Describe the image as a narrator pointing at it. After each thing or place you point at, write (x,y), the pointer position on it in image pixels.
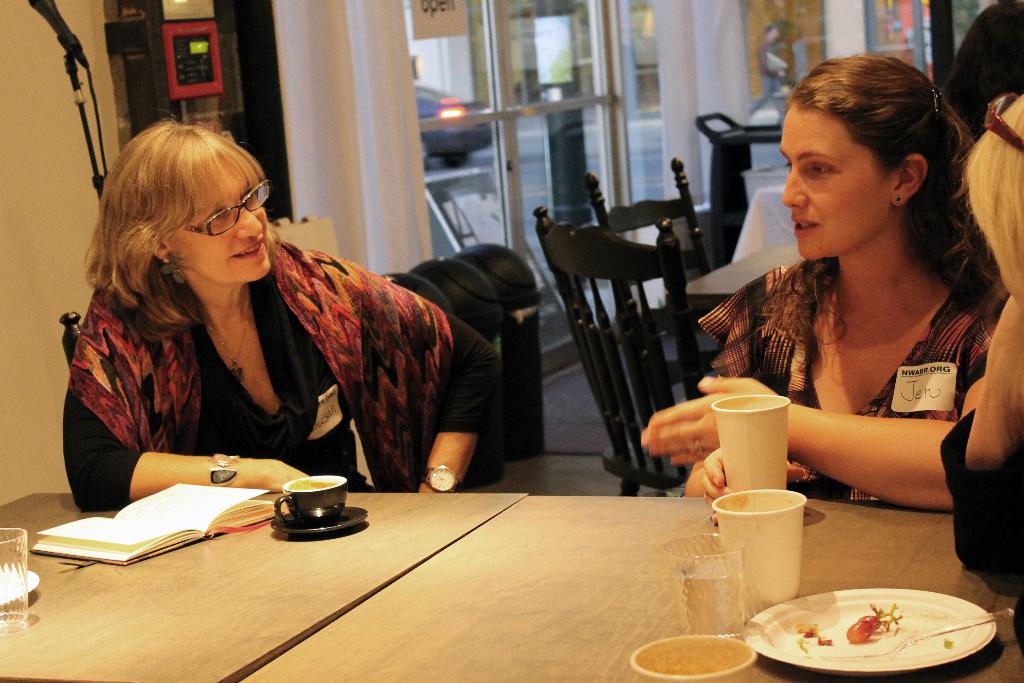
This image is taken inside a room (706,346). In the left side of the image (177,364) a woman (283,292) is sitting on a chair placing her hand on a table (96,596). In the right side of the image (936,192) two women (896,73) are sitting on a chair (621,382). At the bottom of the image (4,661) there is a table (696,502) on which there are few things (81,540) like book (159,543), a glass (10,580) with water (701,603), plates (825,632), bowl (661,676), fork (900,644) and a cup (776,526) and saucer (350,523). At the background (11,74) there is a wall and a glass windows (550,110).
